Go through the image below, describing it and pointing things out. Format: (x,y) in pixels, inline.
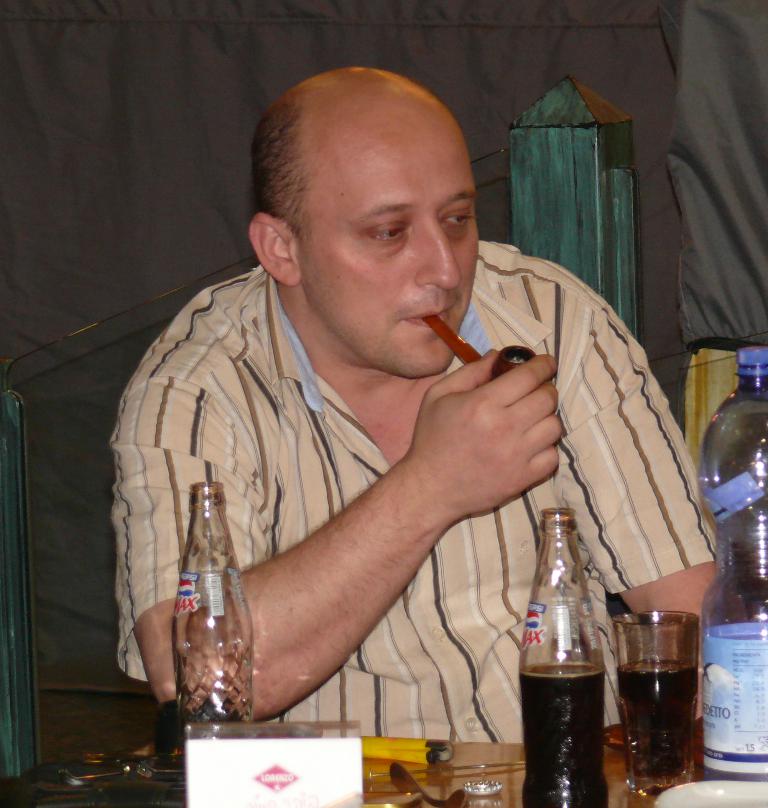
This man (546,333) is sitting on a chair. In-front of this man (456,414) there is a table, on a table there are bottles (573,737), glass (647,654). This man (602,633) is holding a pipe (504,362).
